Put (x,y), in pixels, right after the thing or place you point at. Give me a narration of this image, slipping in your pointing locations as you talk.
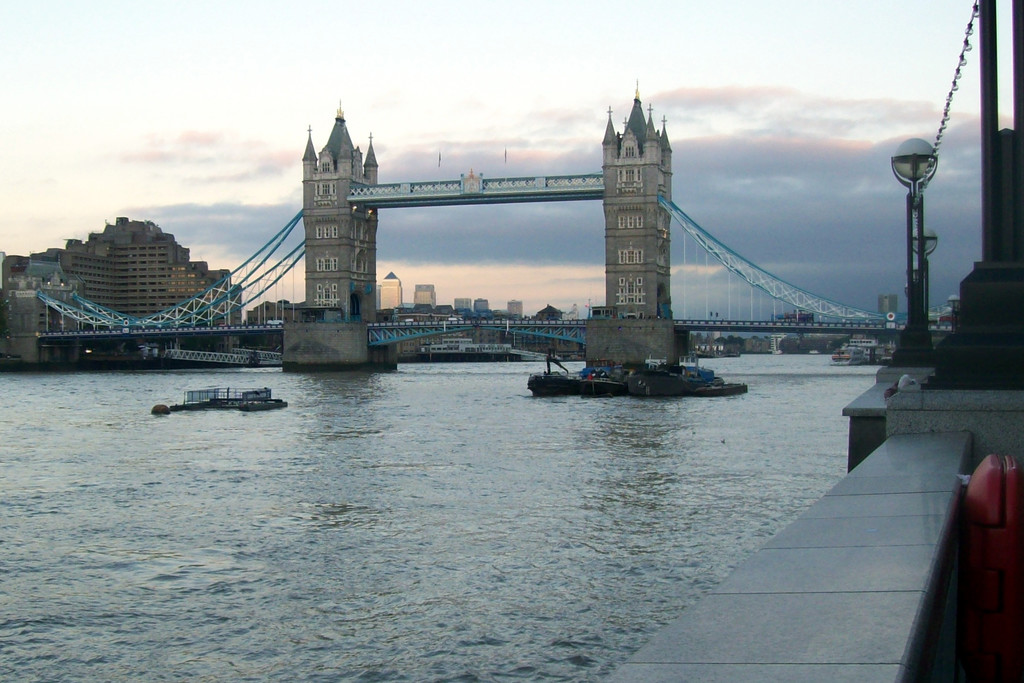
In the image we can see buildings (460,299) and windows (151,251) of the buildings (136,270), water (472,582), boat (600,367) in the water (478,568), light pole (989,74), bridge (591,334) and a cloudy sky (727,158).
